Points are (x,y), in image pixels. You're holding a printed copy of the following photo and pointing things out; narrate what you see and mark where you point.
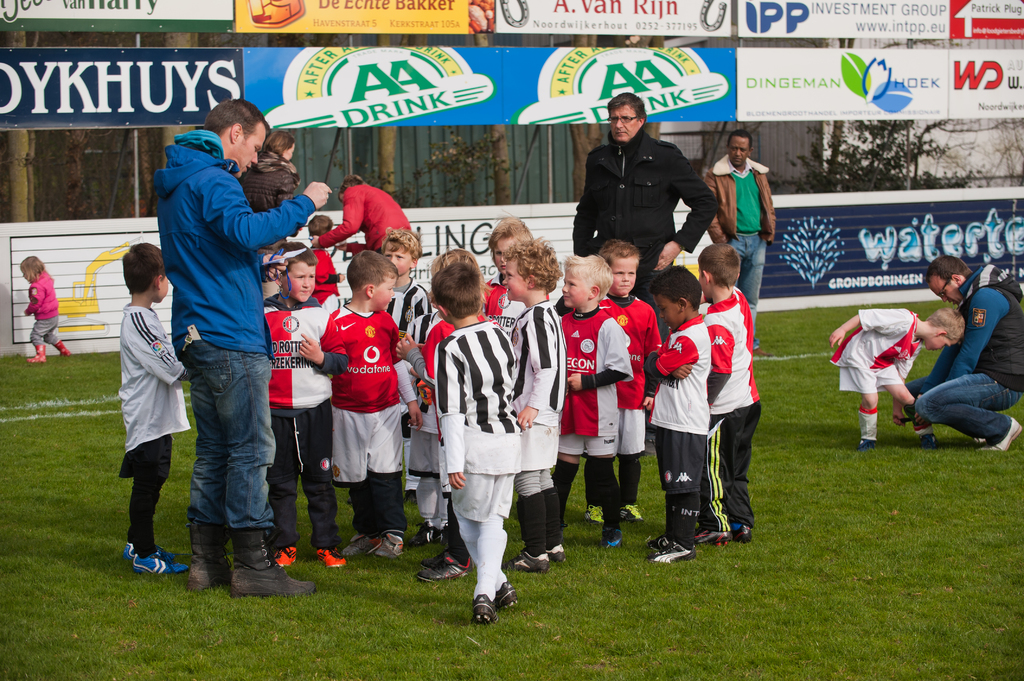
In this image I can see the ground (714,560) and number of persons (602,348) are standing on the ground (843,602). In the background (834,251) I can see few banners (820,278), few trees (877,122) and few buildings (512,181).
